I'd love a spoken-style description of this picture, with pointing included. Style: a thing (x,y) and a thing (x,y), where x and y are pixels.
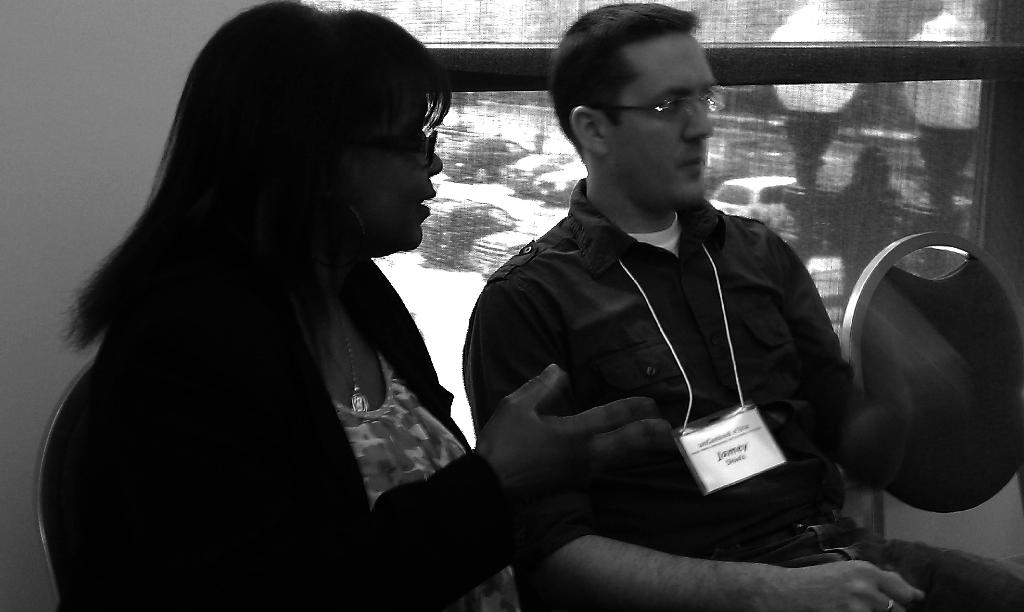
This is a black and white picture. The woman (338,389) in black jacket (301,468) who is wearing spectacles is trying to talk something. Beside her, the man (596,393) in black shirt (608,385) is sitting on the chair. Beside him, we see a glass window (524,167) from which we can see cars (498,168) which are parked on the road (529,215). On the left side (155,71), we see a wall (83,183) in white color.
